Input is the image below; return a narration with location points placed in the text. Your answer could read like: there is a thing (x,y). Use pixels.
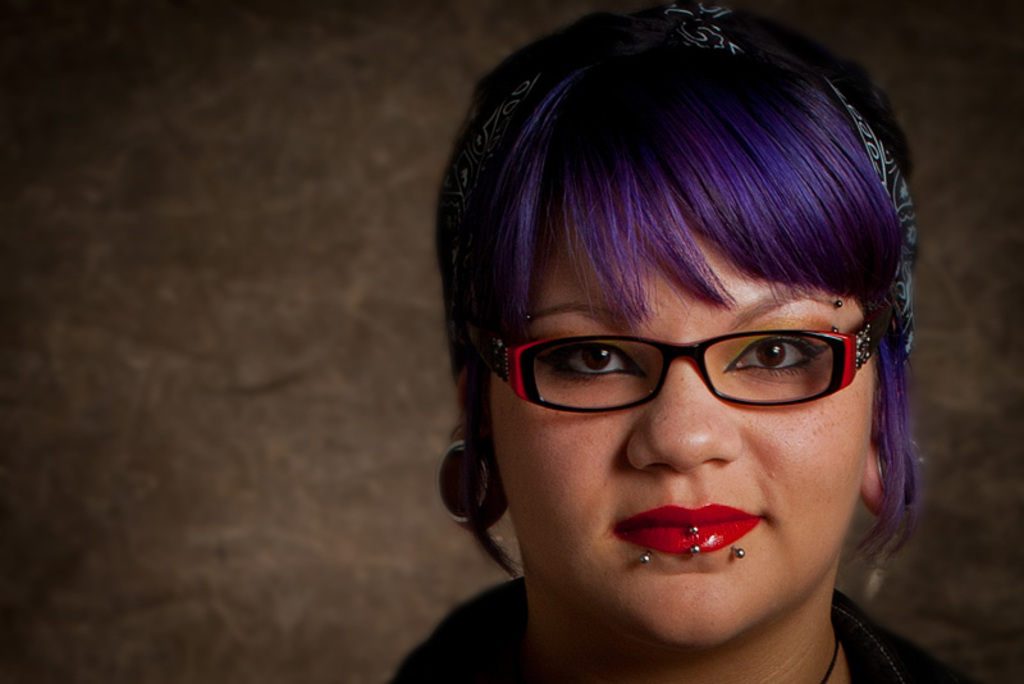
In the picture we can see a head part (844,487) of a woman (645,653) with a red lipstick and purple hair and in the background (321,256) we can see a wall (304,359).
